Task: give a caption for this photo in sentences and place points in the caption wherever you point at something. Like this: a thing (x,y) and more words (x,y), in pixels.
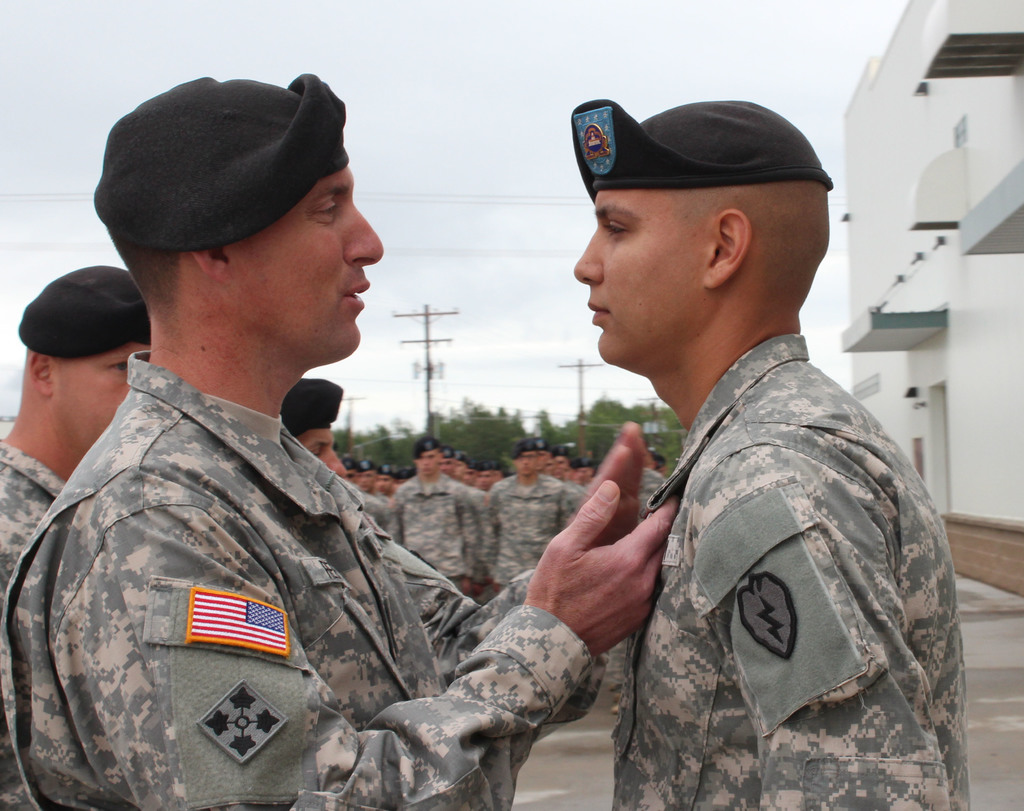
This picture is clicked outside. In the foreground (261,531) we can see the two persons (290,527) wearing uniforms (687,576) and standing. In the center (522,486) we can see the group of persons (408,481) wearing uniforms (656,486) and standing. On the right (989,111) we can see a building (898,105). In the background (800,57) we can see the sky (559,351), trees (476,430), poles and some other objects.
